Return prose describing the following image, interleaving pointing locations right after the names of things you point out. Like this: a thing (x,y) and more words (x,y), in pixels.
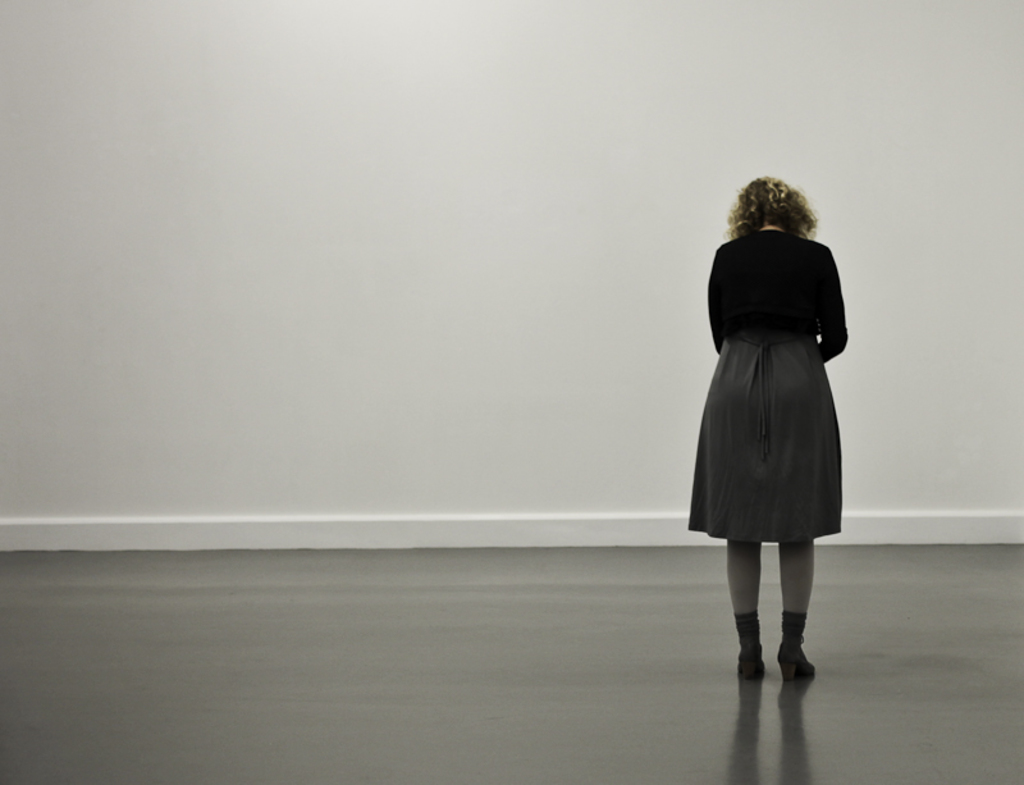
In the picture I can see a woman (764,475) is standing on the floor (679,613). In the background (386,348) I can see a white color wall (349,283).
